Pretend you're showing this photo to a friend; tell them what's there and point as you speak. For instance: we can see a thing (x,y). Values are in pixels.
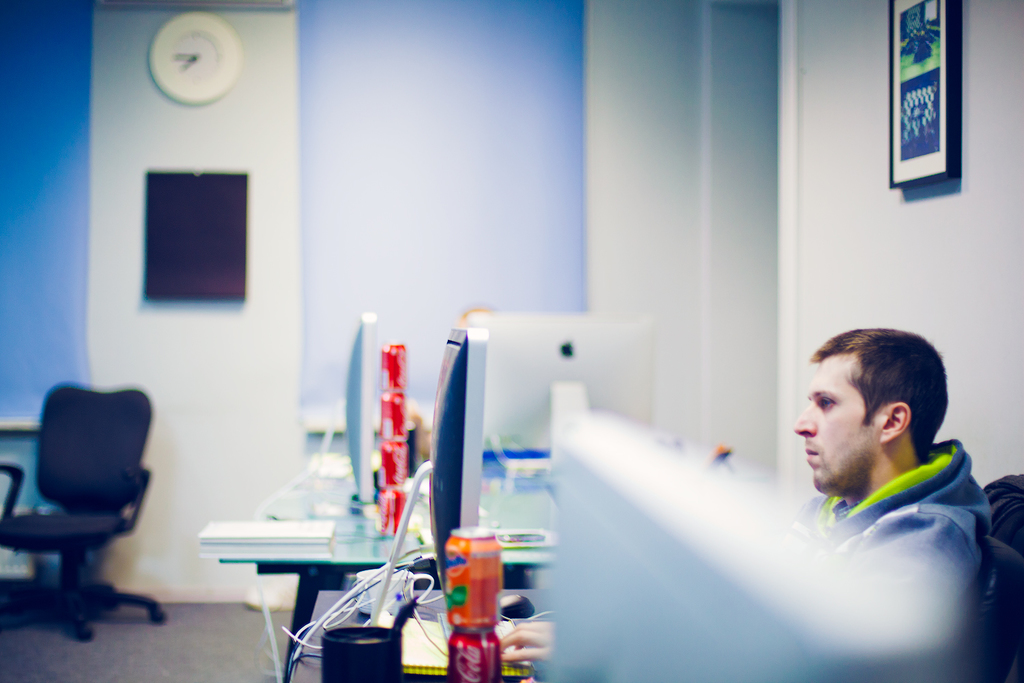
In this image we can see computers (472,447). There are few objects (387,451) on a table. At the bottom (341,641) we can see few objects (395,635). On the right side (966,475), we can see a wall (922,259) and a person (968,512) on a chair (987,538). On the wall (879,48) we can see a photo frame (929,19). In the background (639,302), we can see a chair (75,445) and a wall (211,324). On the wall (197,311) there is a black object (186,248) and a clock (188,90).
